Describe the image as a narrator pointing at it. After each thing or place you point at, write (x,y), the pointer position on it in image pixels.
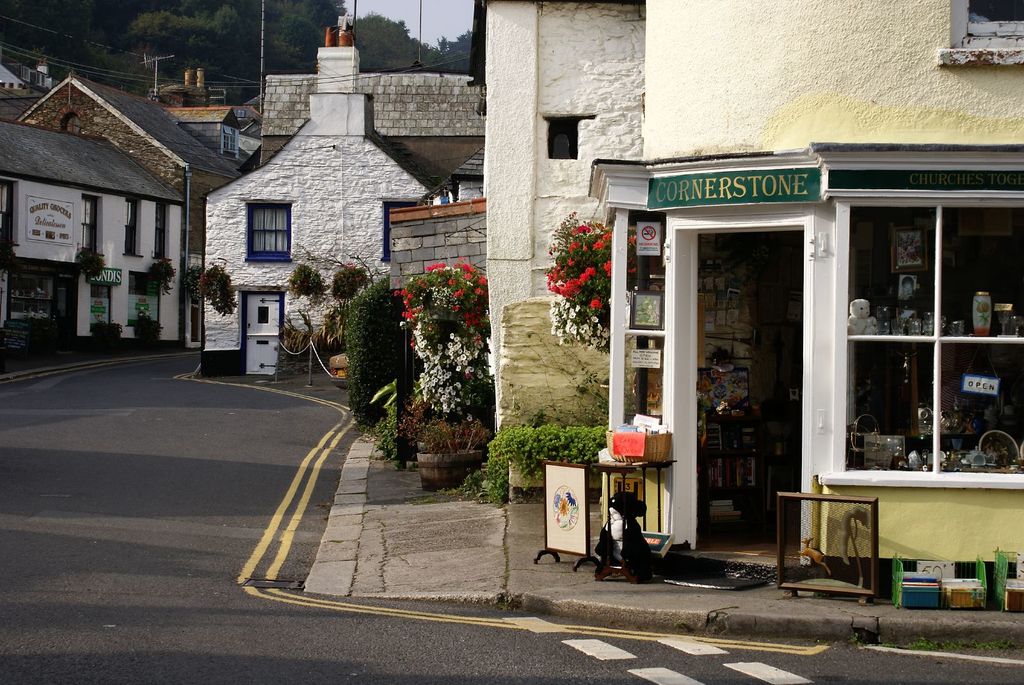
In this picture I can see many buildings (628,152). Beside that I can see some flowers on the plants (377,376). In the background (228,62) I can see the poles (263,62), electric wires (127,64), trees (297,66) and sky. On the left (129,367) I can see the road (104,495).
